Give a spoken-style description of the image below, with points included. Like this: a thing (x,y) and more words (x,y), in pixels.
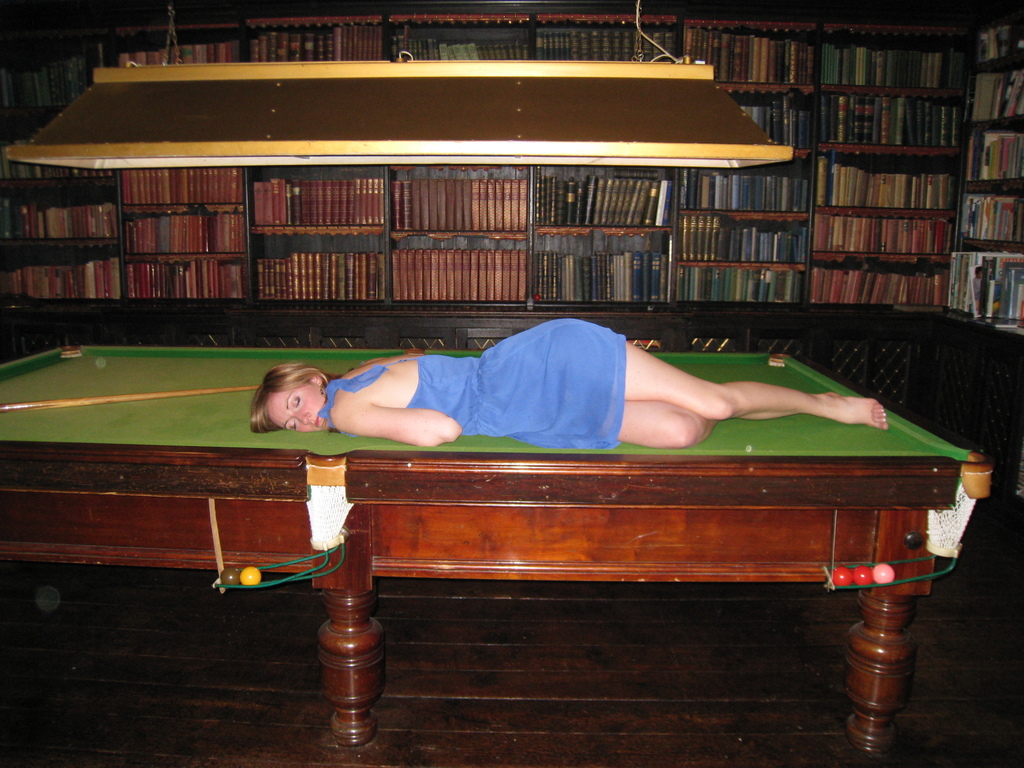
In the image we can see one woman (609,430) lying on the snooker table (681,484). In the background (427,241) there is shelf (676,268) with full of books (474,194).
